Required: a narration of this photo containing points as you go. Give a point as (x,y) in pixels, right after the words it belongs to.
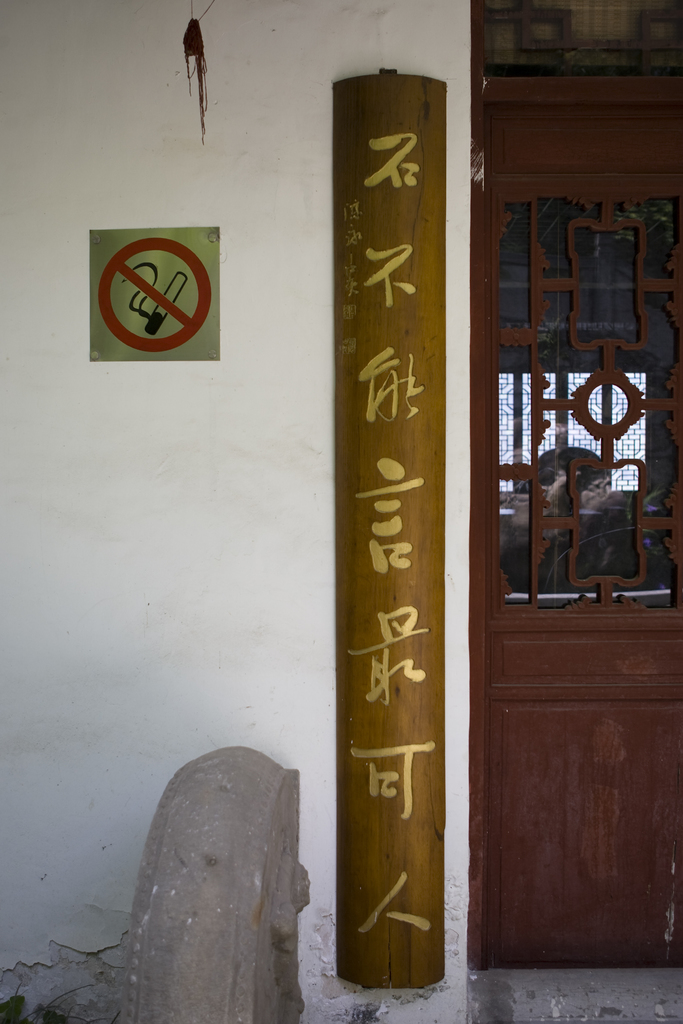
Here I can see a wall (275,266) along with the door (510,363). There is an object (374,787) made up of wood (375,768) and it is attached to the wall (305,382). Along with this a board (206,275) is also attached.
